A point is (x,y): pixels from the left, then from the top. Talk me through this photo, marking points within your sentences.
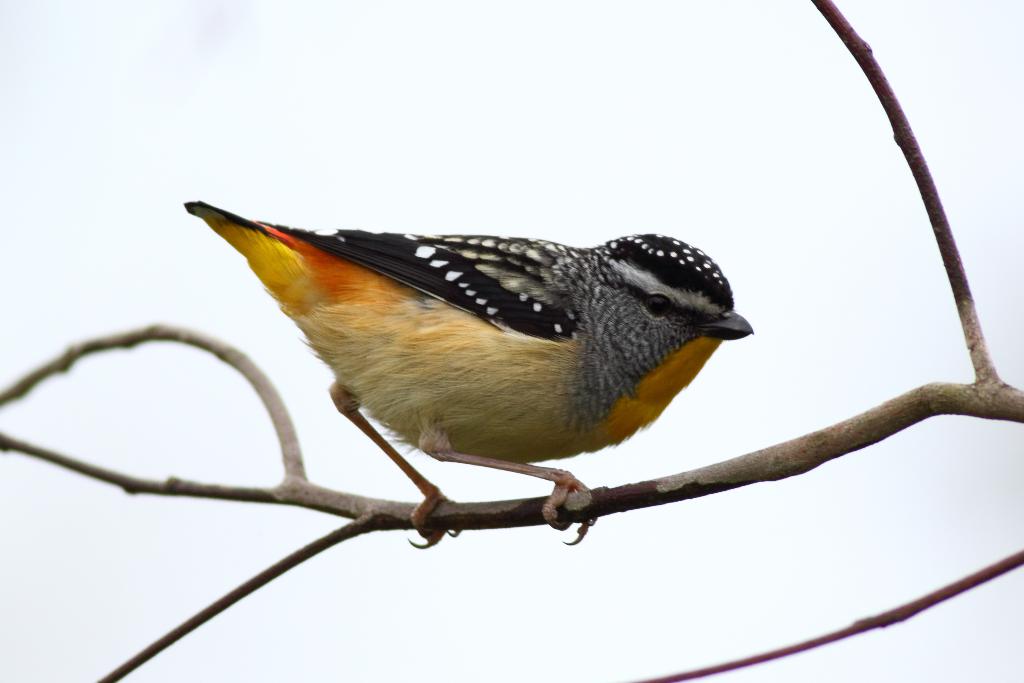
In this image we can see a bird (514,361) on the branch (729,469) of a tree (749,469), also we can see the sky (781,392).
